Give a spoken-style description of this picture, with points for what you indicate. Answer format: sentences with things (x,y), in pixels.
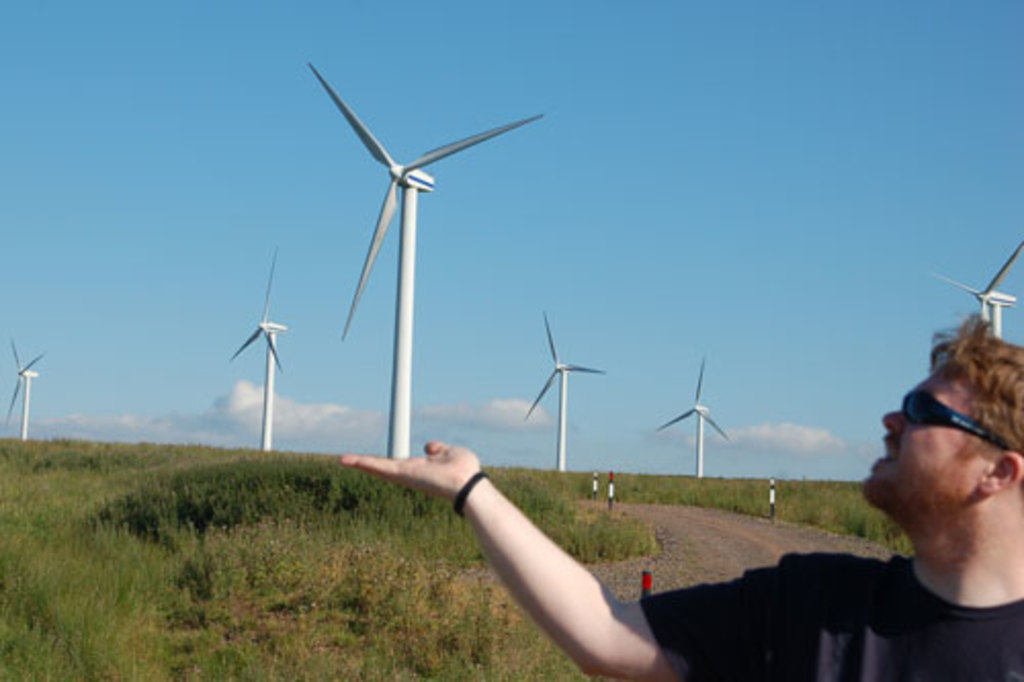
In this picture there is a man (858,651) and we can see poles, windmills (726,436) and grass (459,594). In the background of the image (595,299) we can see sky (336,423) with clouds (324,419).
